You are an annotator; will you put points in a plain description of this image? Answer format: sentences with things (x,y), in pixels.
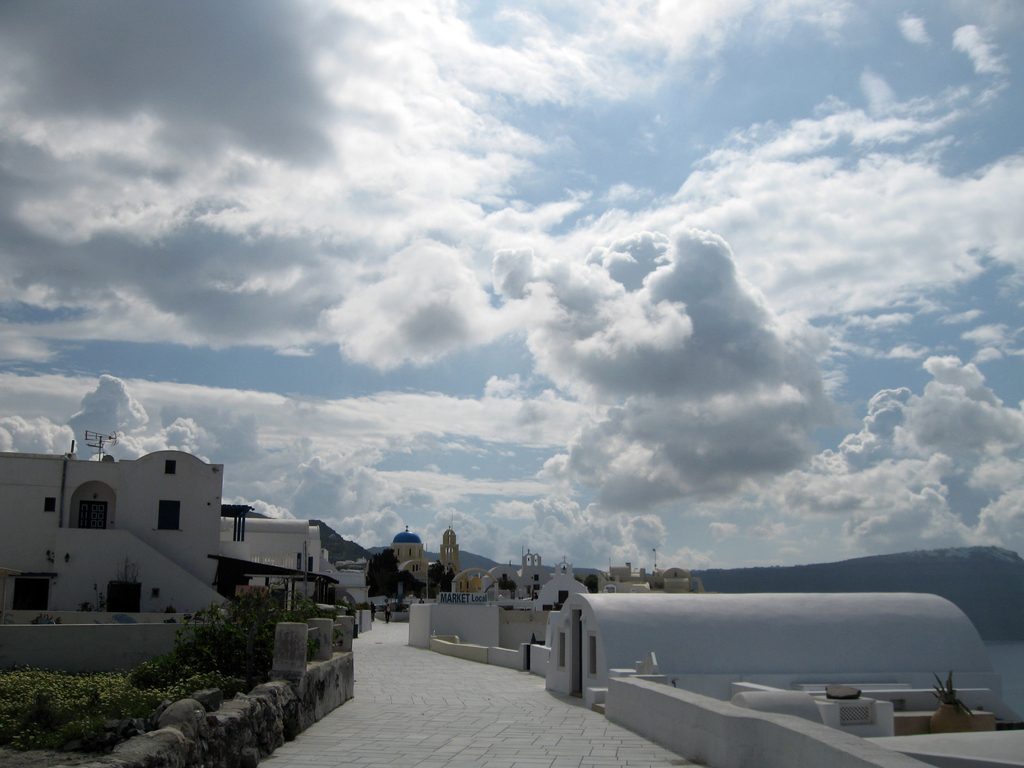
In this image there are houses (125,557), trees (514,584) and bushes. On top of the houses (93,461) there are antennas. In front of the houses (526,596) there is pavement (375,635). At the top of the image (416,255) there are clouds (416,255) in the sky (427,174). In the background of the image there are mountains (863,583).
